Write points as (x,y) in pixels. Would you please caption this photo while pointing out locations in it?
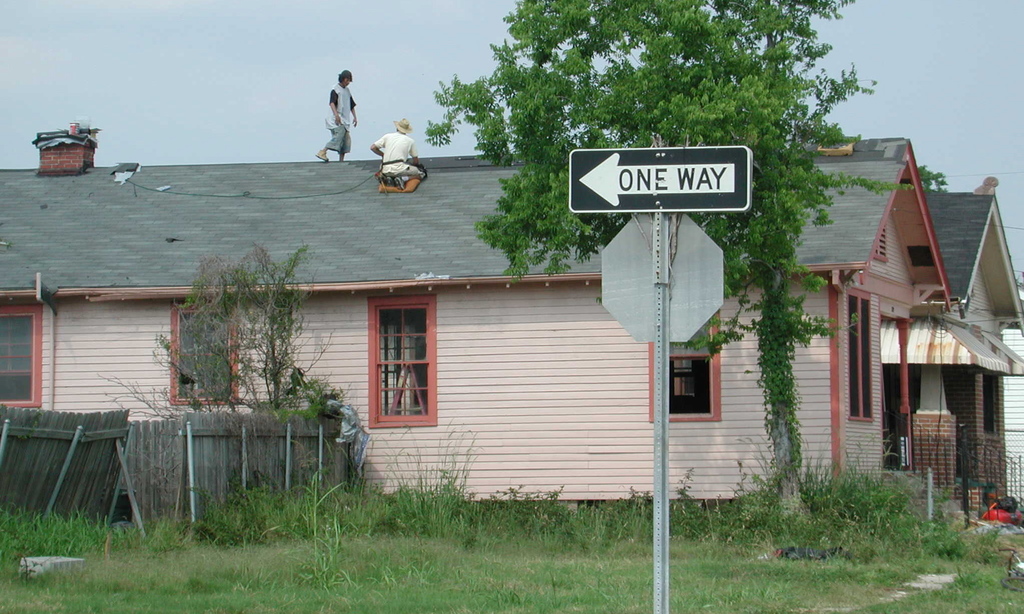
This is an outside view. On the ground (248,533) there is grass (248,533). In the foreground (654,247) there is a pole (655,584) to which two boards (634,286) are attached. In the middle of the image (357,236) there are few houses (490,370) and I can see two persons (347,139) on the house (343,185). On the left side (177,436) there is a wooden fencing (238,449) and trees (233,377). At the top of the image (157,42) I can see the sky (106,28).
